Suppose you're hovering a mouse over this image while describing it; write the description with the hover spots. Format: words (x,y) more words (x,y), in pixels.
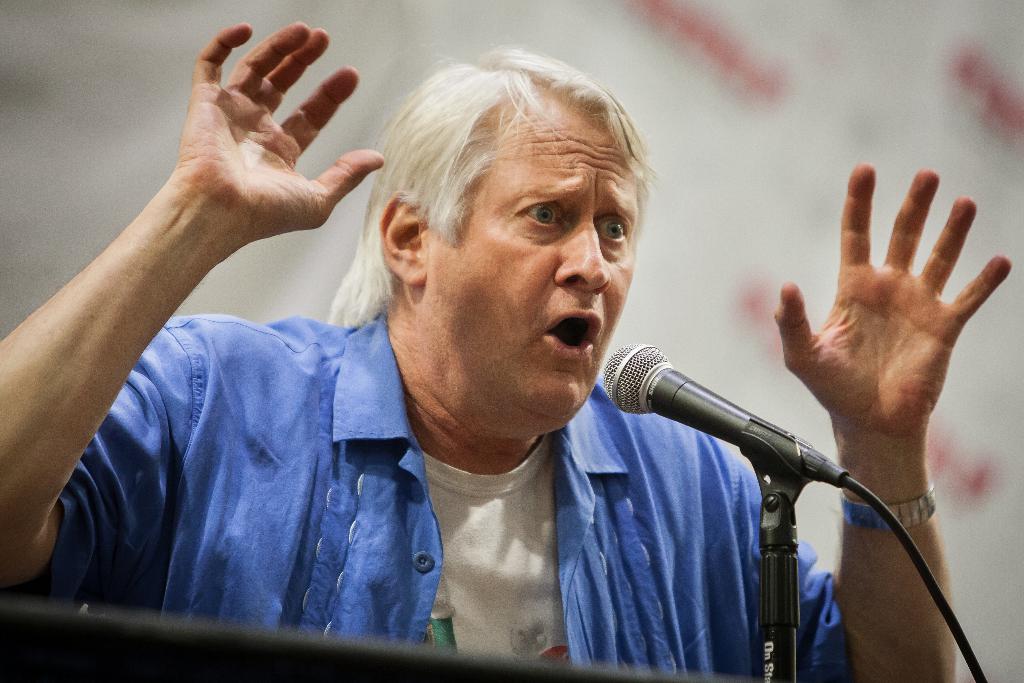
Here in this picture we can see a man (386,302) speaking something in the microphone (616,359) present in front of him.
